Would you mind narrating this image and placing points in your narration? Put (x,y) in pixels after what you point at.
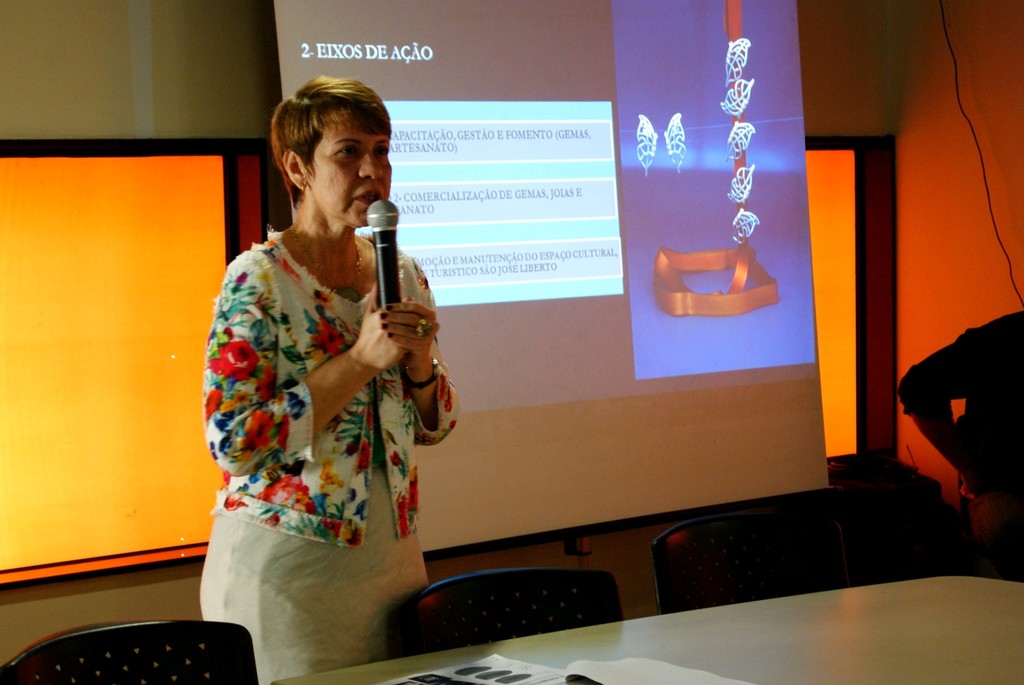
In this picture a lady (293,242) is talking with a mic (389,225) in her hand (360,337) and behind her there is a screen (363,54) on which information (738,64) is displayed, in the background (161,214) we observe orange color plates (141,216) on the both the sides of the image.
